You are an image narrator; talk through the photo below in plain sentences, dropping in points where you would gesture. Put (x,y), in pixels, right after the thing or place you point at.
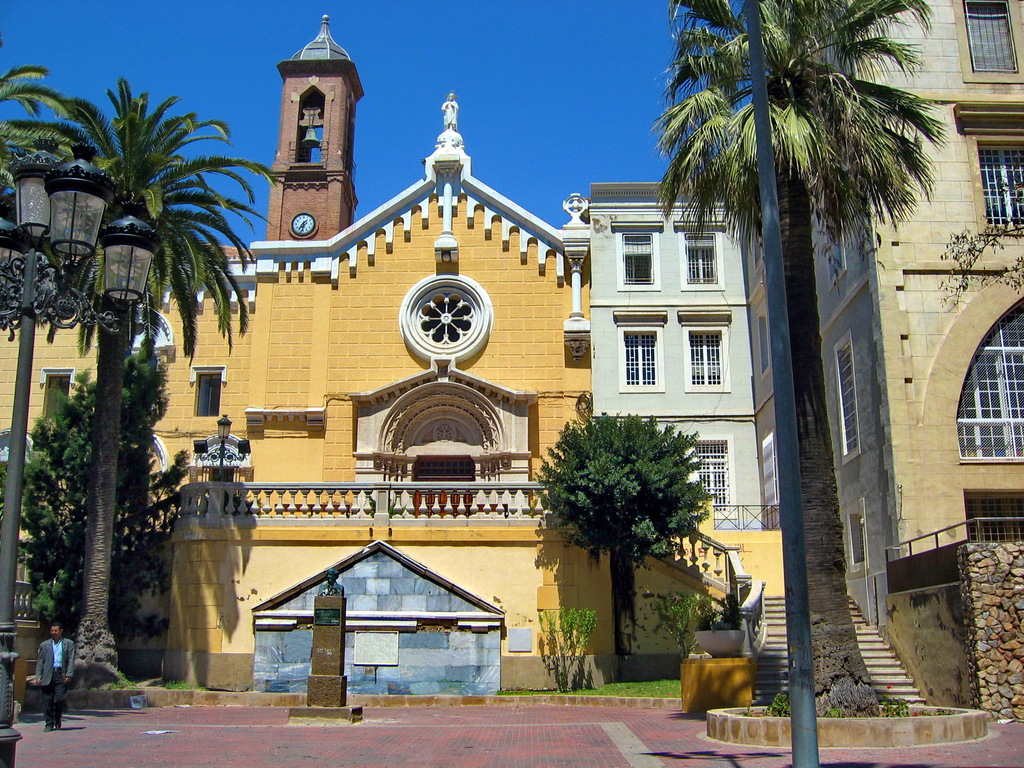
In this picture in the front (803,667) there is pole (795,491). In the left (66,665) there is a person (69,653) standing and in the background (295,480) there are buildings (285,390). In front of the building (287,419) there are trees (567,520) and on the left side (25,348) in the front (24,399) there is pole (16,379) and there is a tower (318,174) in the background (316,187) behind the building (301,244) which is in the center (359,286).
